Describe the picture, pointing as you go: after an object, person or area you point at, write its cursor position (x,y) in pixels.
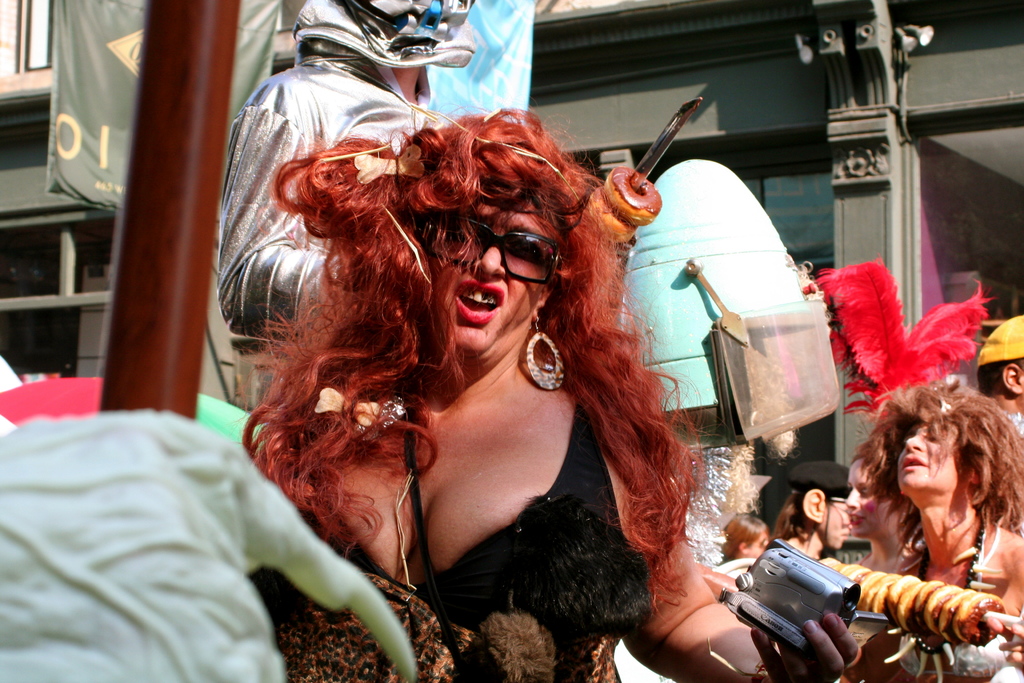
In this picture there is lady (488,291) whose hair (610,369) is in red color and in the background (300,60) there are many people (284,92).
